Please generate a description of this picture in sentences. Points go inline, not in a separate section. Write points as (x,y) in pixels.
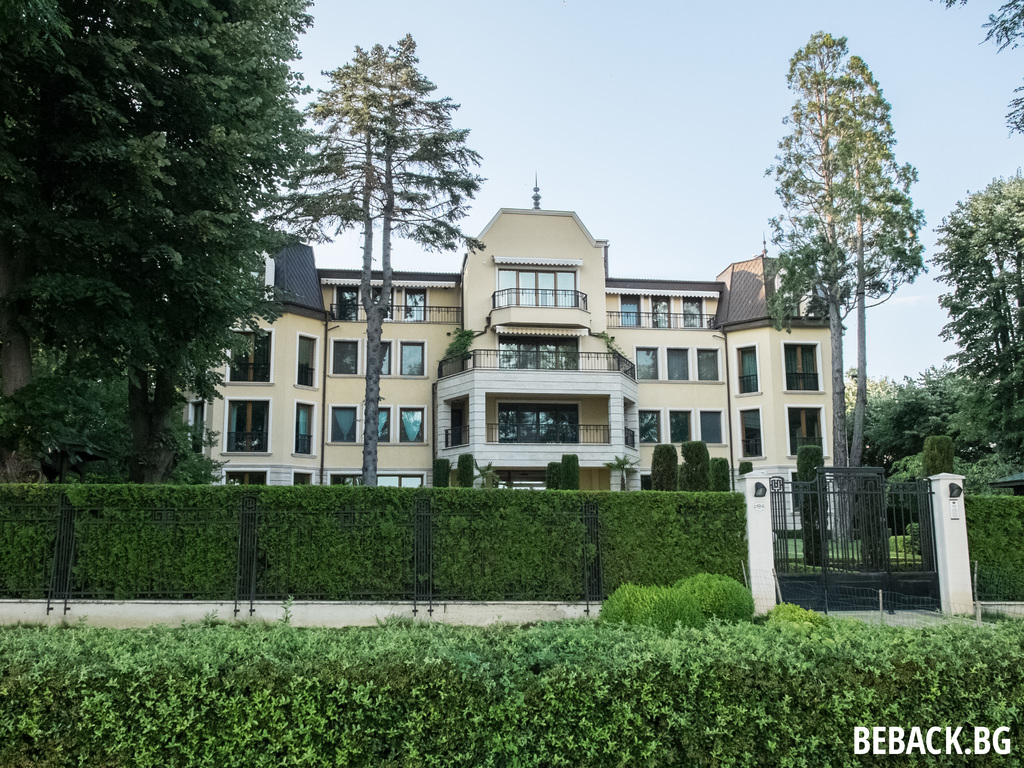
At the bottom of the picture (554,650), we see the shrubs (689,706) and behind that, we see a black gate (827,564) and a fence (796,599). In the background (656,410), we see a building (560,399) in cream color and there are trees (920,412) in the background (907,413). At the top of the picture (630,126), we see the sky (599,63).
